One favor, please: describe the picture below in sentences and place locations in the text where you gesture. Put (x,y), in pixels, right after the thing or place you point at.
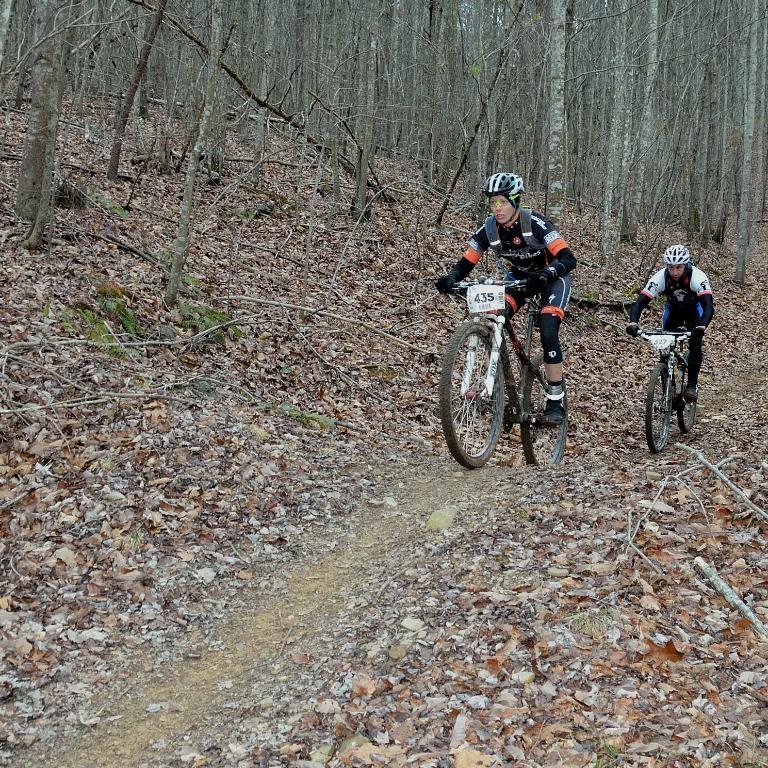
In this picture we can see two persons (673,296) are riding bicycles (527,408), they wore helmets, gloves (550,263) and shoes (558,399), at the bottom (589,647) there are some leaves (352,260) and wood (300,309), in the background (313,200) there are some trees (418,121).
